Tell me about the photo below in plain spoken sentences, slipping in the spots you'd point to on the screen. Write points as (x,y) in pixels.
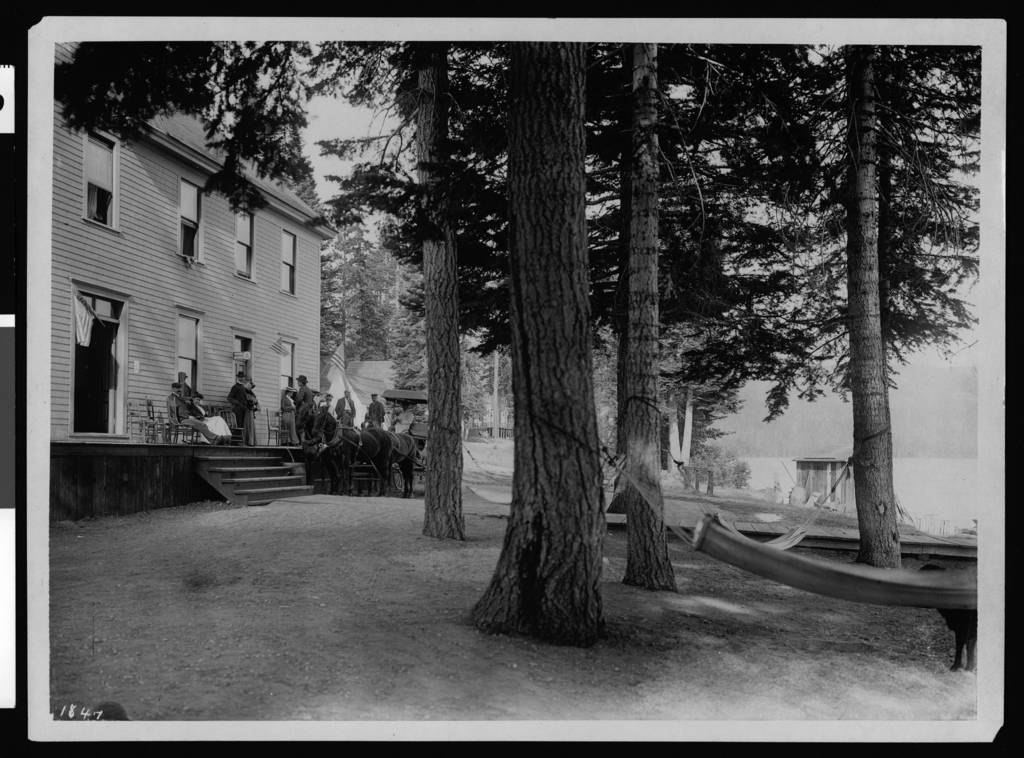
This is a black and white image. In this image we can see trees (703,282). On the trees (742,350) hammocks (852,574) are tied. On the left side (100,262) there is a building (185,237) with windows (200,228), door (109,365) and steps (251,468). Near to the building (255,371) there are people (306,398) and horses (356,435). In the background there are trees (356,310).
